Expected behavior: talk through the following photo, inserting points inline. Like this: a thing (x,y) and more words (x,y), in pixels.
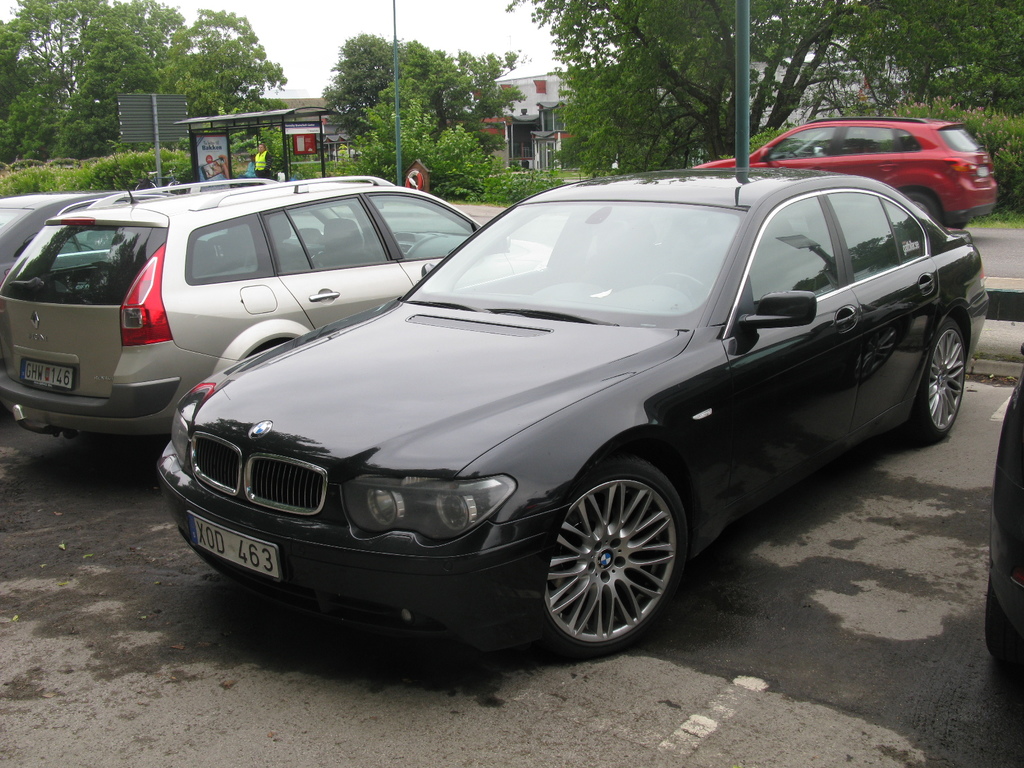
In the foreground of the picture (470,220) there are cars (487,345) parked on the road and there is pole (737,45). In the center of the picture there are plants (345,164), bus stop (230,169), person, pole (399,137), dustbin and car (926,176) on the road (996,230). In the background (372,84) there are trees (667,46) and buildings (551,88).
